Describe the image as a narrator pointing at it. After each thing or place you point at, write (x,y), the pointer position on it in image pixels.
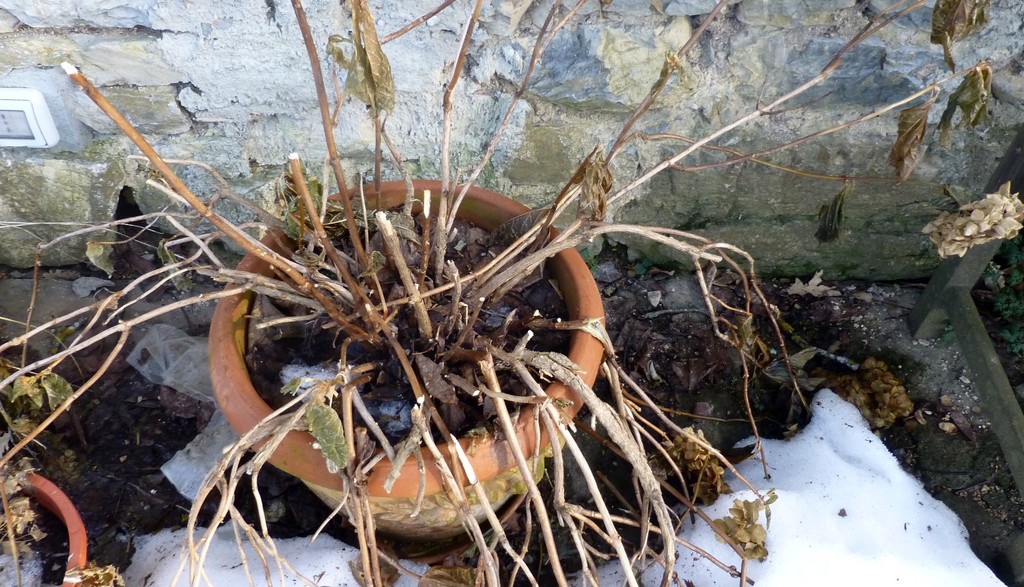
In this picture I can see a plant (428,396) in the pot (413,421) and I can see another plant (24,514) in the pot (34,527) on the side and looks like a snow (789,458) on the ground (804,464) and I can see a wall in the background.
